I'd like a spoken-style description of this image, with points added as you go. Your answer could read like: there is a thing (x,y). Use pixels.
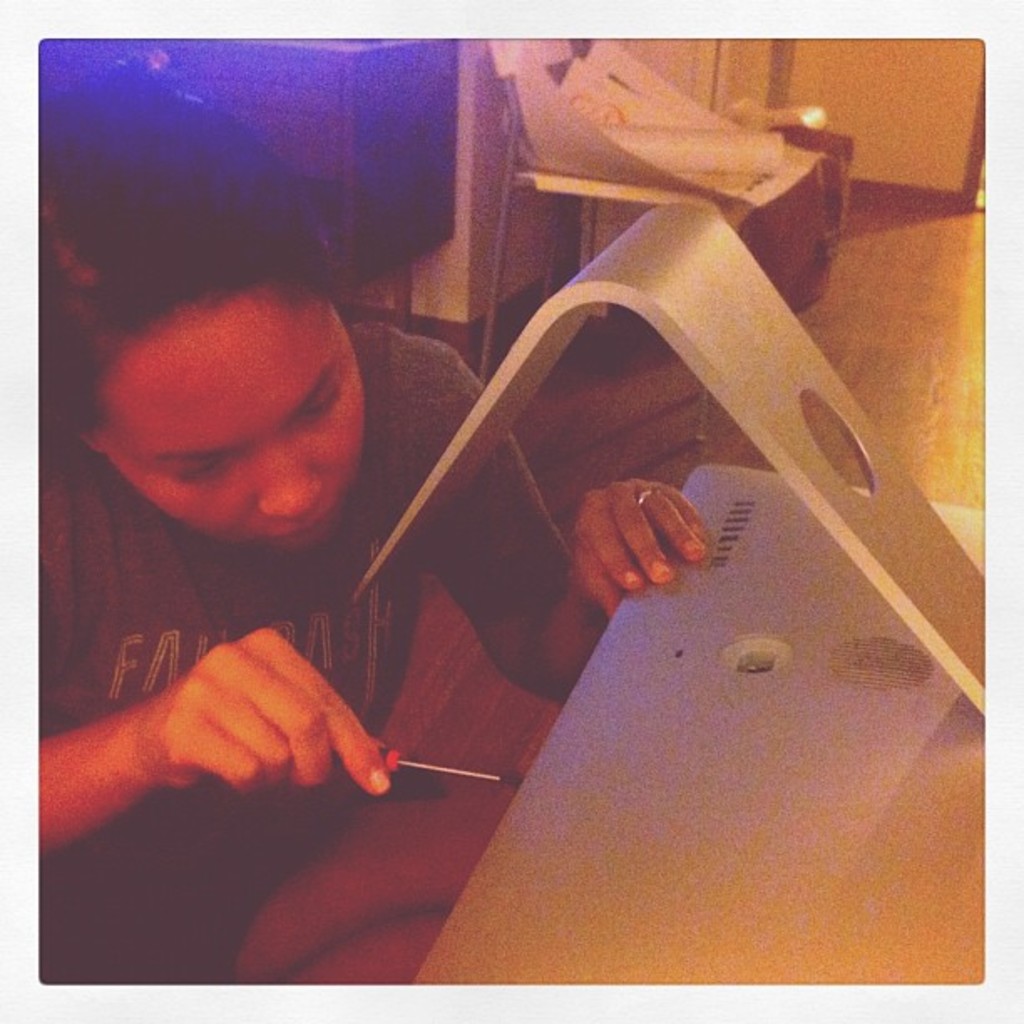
The picture is taken inside a room (752,452). In the left (171,426) a lady (176,493) is there, she is holding a screwdriver (404,764). She is opening a monitor (731,302). In the background (591,131) there are papers (591,153) on chair (631,190). There is a table (402,66) over here.
